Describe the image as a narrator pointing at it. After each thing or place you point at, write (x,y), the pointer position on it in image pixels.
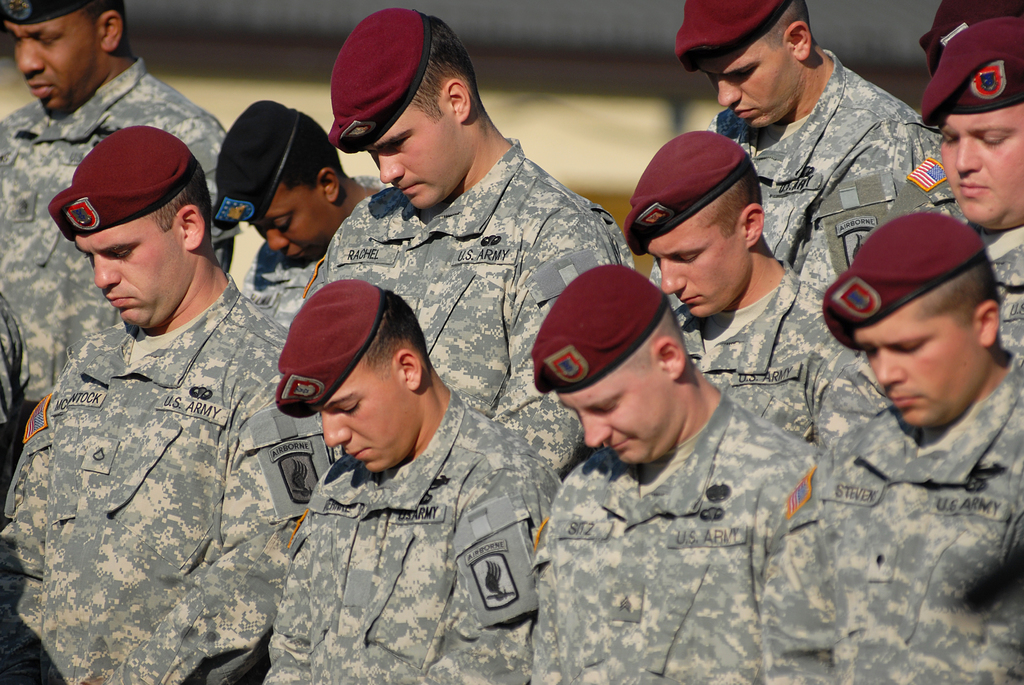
In this picture we can see a group of people (721,527) wore caps (31,7) and standing and in the background (210,94) it is blurry.
